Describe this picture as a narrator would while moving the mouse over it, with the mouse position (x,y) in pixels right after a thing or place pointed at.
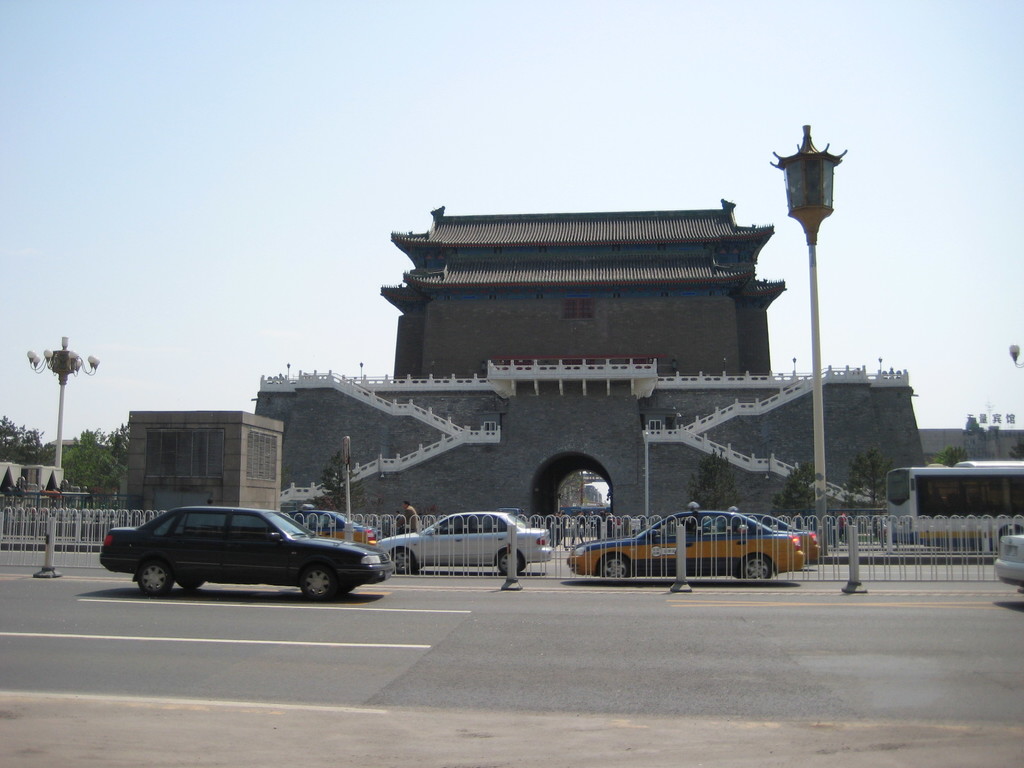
In this image I see a building (570,321) over here and I see the road (684,712) on which there are few vehicles (467,518) and I see the fencing (977,577) and I see 2 poles (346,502). In the background (20,257) I see the trees (50,449) and the sky (742,160) and I see few people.
